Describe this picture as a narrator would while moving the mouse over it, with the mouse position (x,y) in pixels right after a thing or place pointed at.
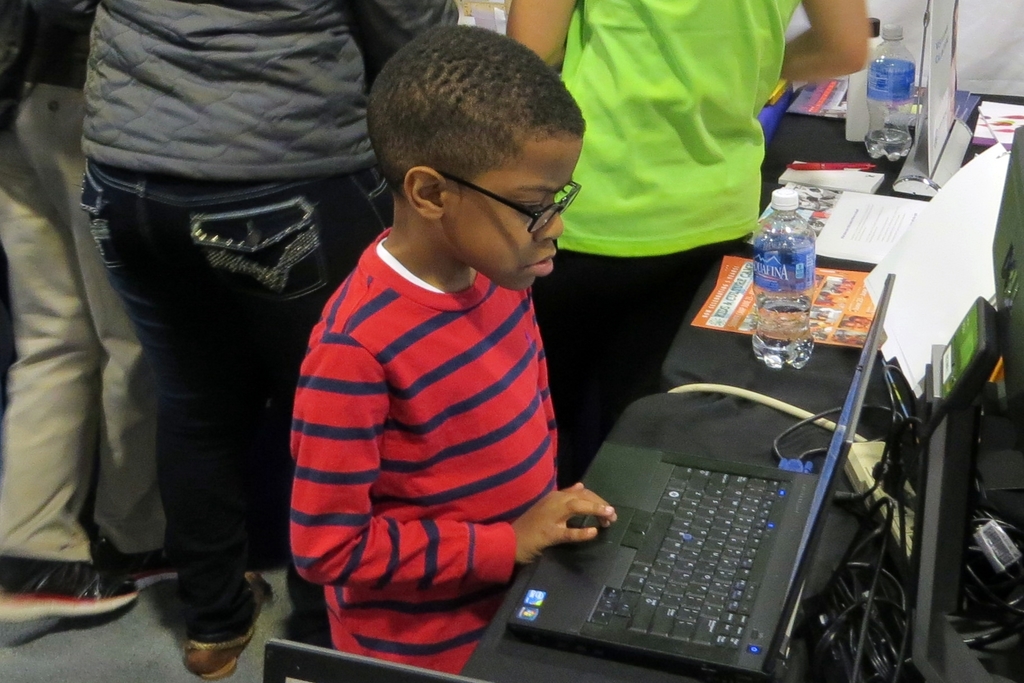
In this picture I can see a boy (498,373) using the laptop (668,477) in the middle (461,442). On the right side (768,284) there are water bottles (787,286), in the background (339,198) there are few persons (614,74).
